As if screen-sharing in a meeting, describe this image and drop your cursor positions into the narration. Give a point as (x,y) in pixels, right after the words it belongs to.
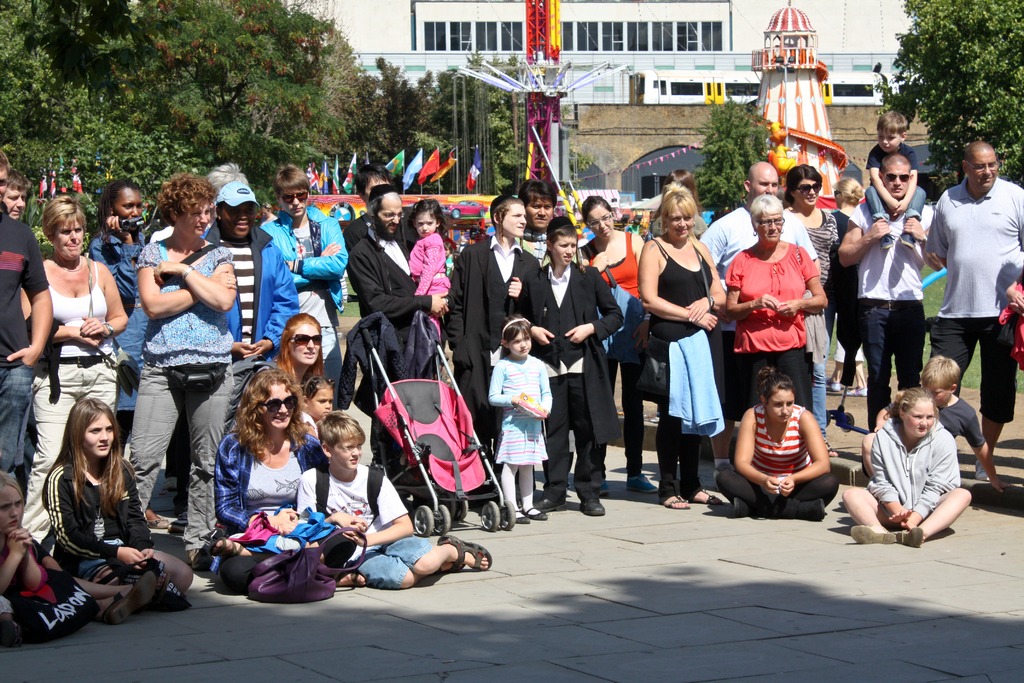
In the picture there are group of people (493,283) gathered in front of an amusement park (774,100), all of them are watching something and behind the people (264,428) there are lot of trees (214,101) and a building (682,46), there is a bright sunshine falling on the people (698,472).
